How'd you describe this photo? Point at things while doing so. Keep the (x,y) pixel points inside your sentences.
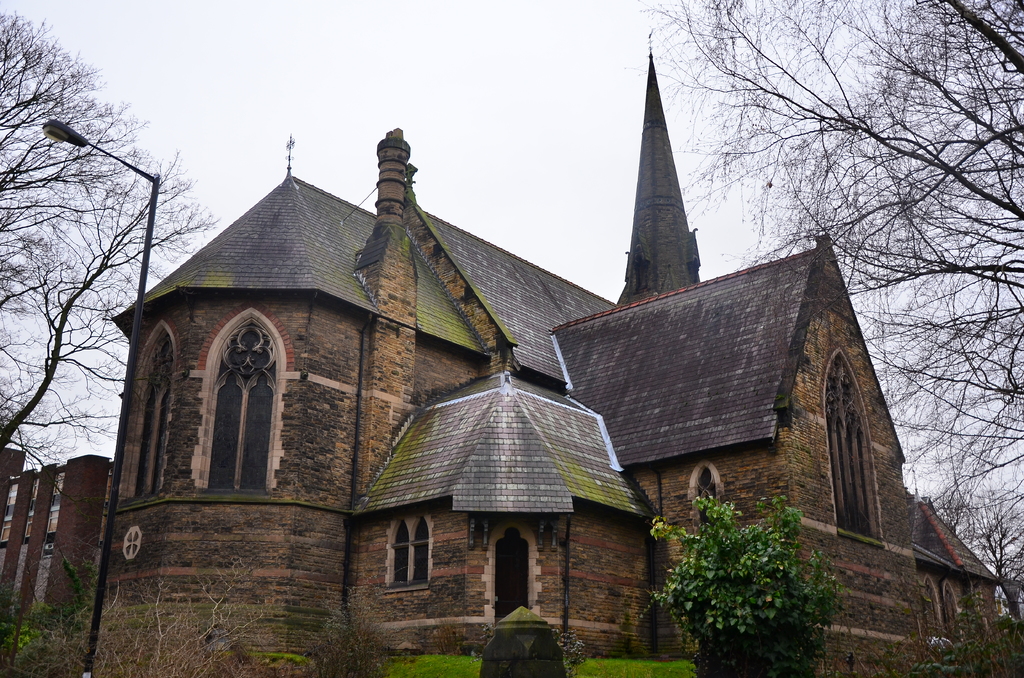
In this image there is a building (524,384). In front of the building (610,653) there are plants (770,622) and grass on the ground (296,672). To the left (48,136) there is a street light pole (98,148). On the either sides of the image there are trees (51,323). At the top (353,89) there is the sky (353,89).
